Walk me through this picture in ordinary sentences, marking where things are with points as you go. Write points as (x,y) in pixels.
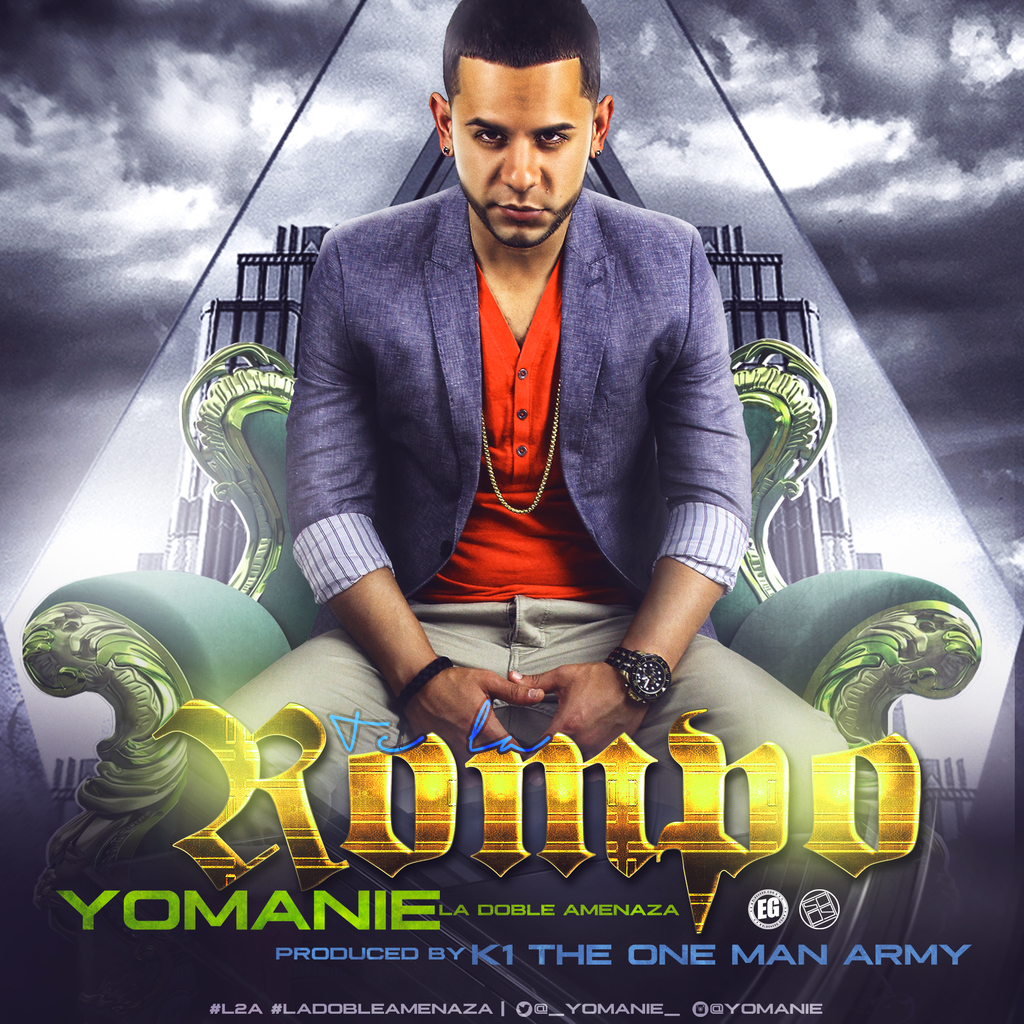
On this poster we can see a person (517,533) is sitting on a chair (242,555). Something written on this poster. Sky (203,158) is cloudy. Backside of this person (381,340) there is a building (800,546).
